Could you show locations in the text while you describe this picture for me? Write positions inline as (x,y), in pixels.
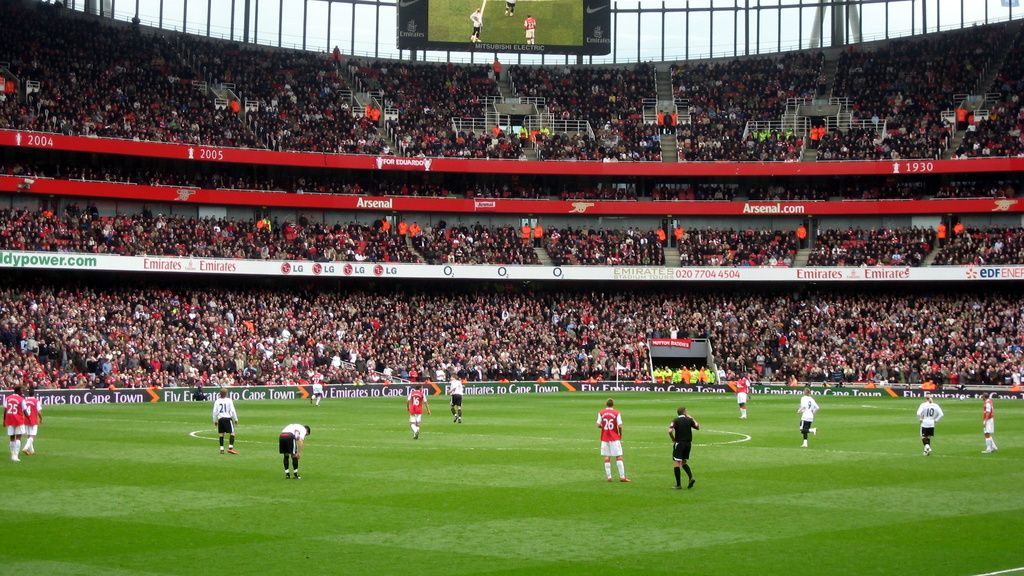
In this image, there is an inside view of a stadium (790,90). There is a crowd (226,312) in the middle of the image (488,374). There are some persons (808,409) at the bottom of the image (927,399) standing and wearing clothes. There is a screen (507,46) at the top of the image (514,21).
